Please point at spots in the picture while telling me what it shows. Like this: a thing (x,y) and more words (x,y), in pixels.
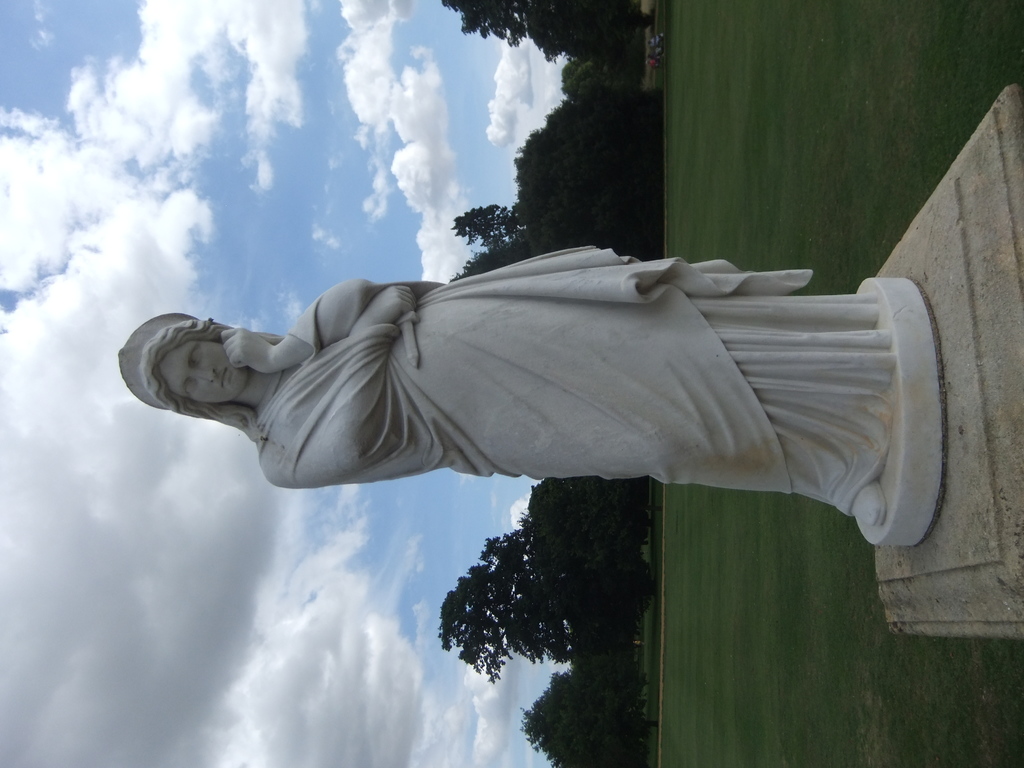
In the center of the image (466,351) a statue (394,365) is there. In the middle of the image (594,500) a trees (554,147) are present. On the left side of the image (187,220) clouds (198,226) are present in the sky (400,143). On the right side of the image (841,123) ground (778,152) is there.
